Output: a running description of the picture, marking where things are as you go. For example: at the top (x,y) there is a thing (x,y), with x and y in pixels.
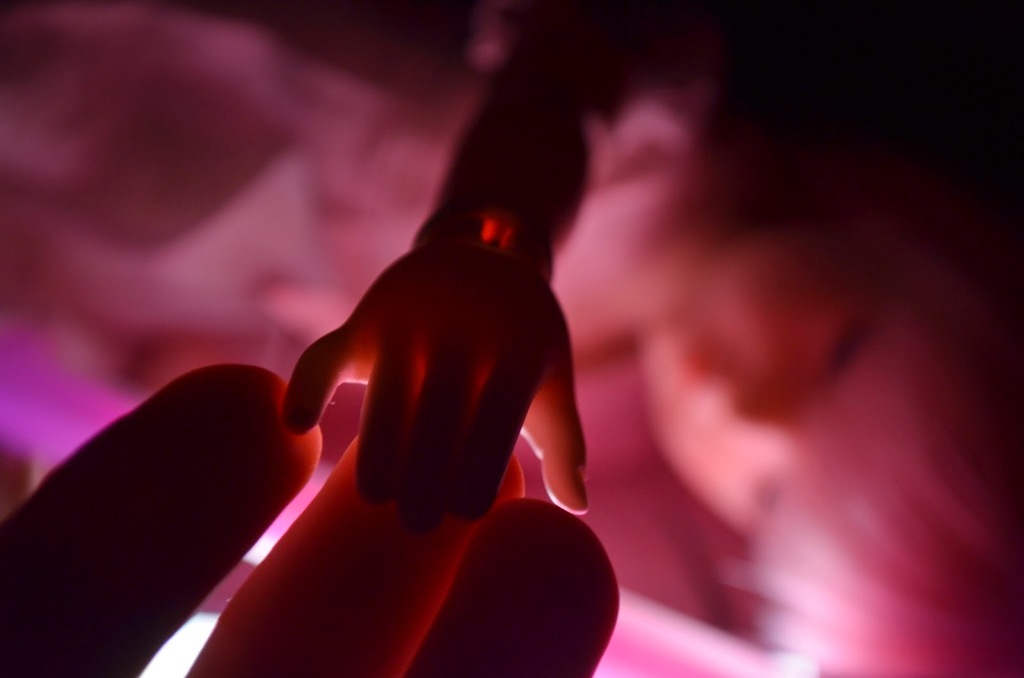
In this image we can see a doll (508,332) and some fingers (452,519).
